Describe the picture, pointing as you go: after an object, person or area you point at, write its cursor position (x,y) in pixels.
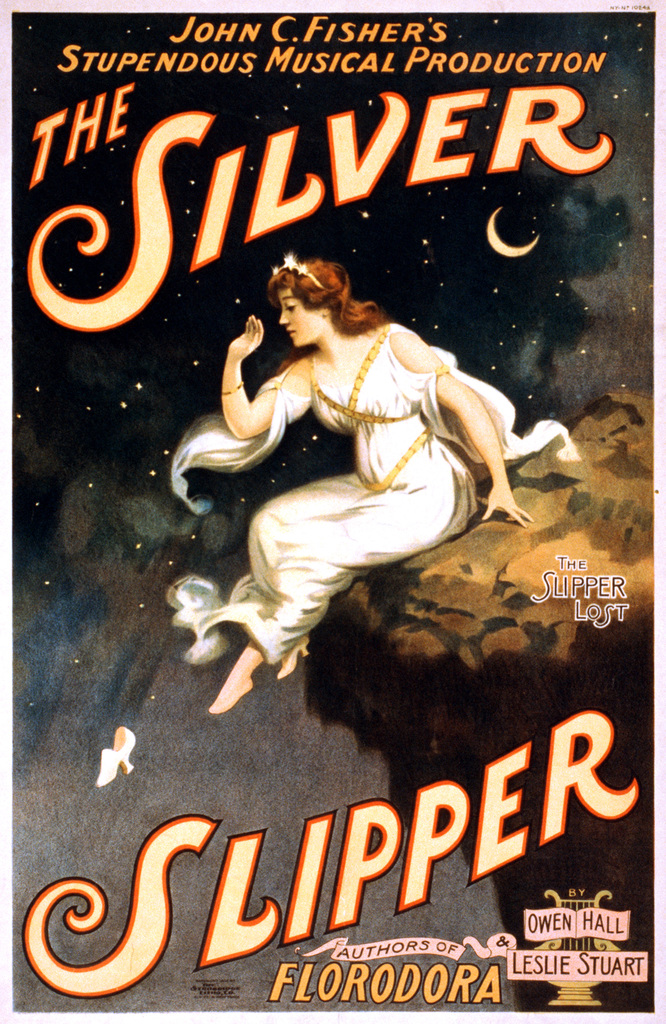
In this image we can see a poster (188,492). On the poster (412,578) we can see a person (393,401) on a rock (464,601). Behind the person (314,490) we can see the stars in the sky (289,481). At the top (312,61) and bottom we can see the text (300,861).
